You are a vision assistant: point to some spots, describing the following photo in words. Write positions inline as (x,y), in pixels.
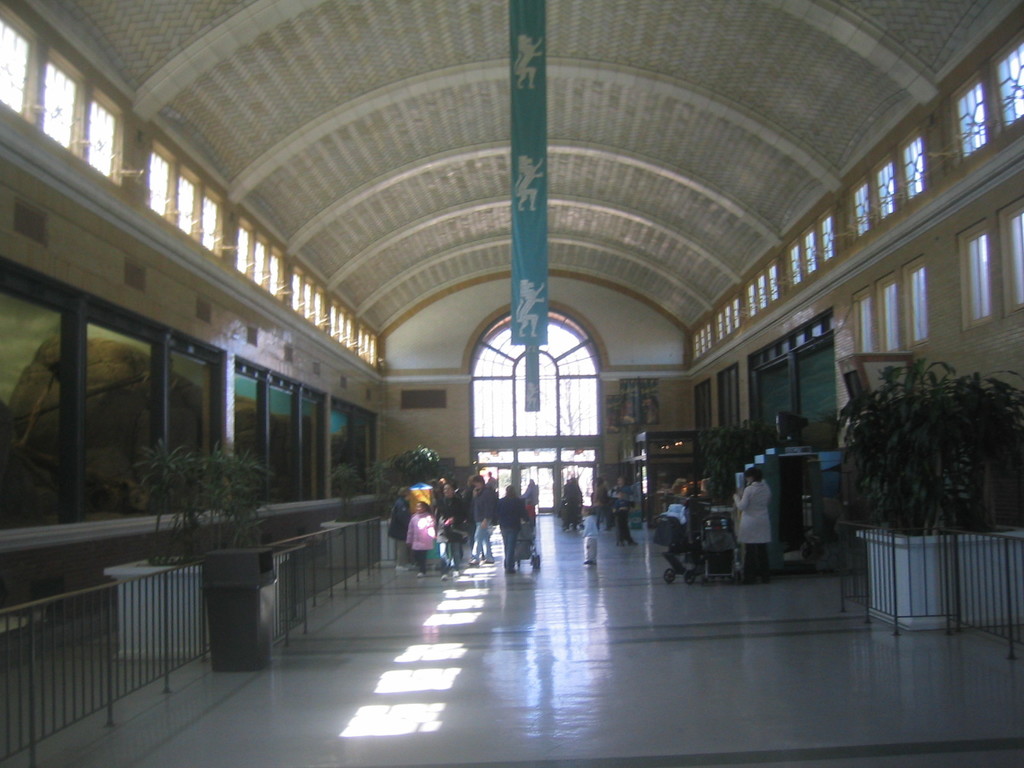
As we can see in the image there is a wall (146,542), windows (367,339), dustbin (230,554), plants (167,487), fence (949,592) and few people (529,518) walking here and there.
